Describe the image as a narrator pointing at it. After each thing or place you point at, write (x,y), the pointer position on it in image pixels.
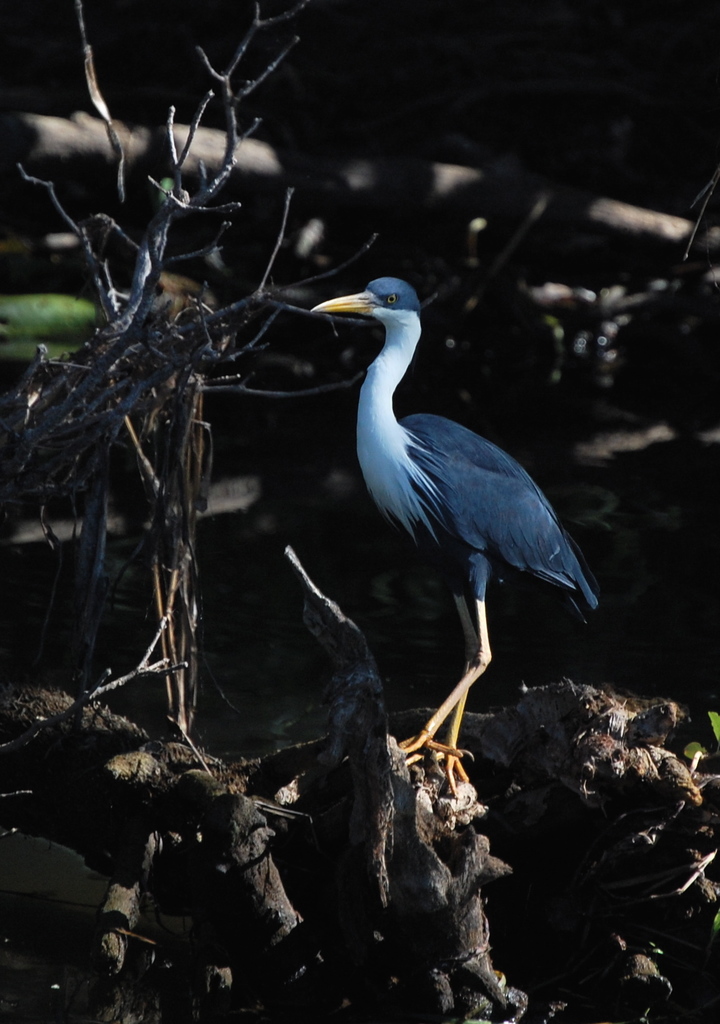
In this image, we can see a bird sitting on the wood (329,751).
